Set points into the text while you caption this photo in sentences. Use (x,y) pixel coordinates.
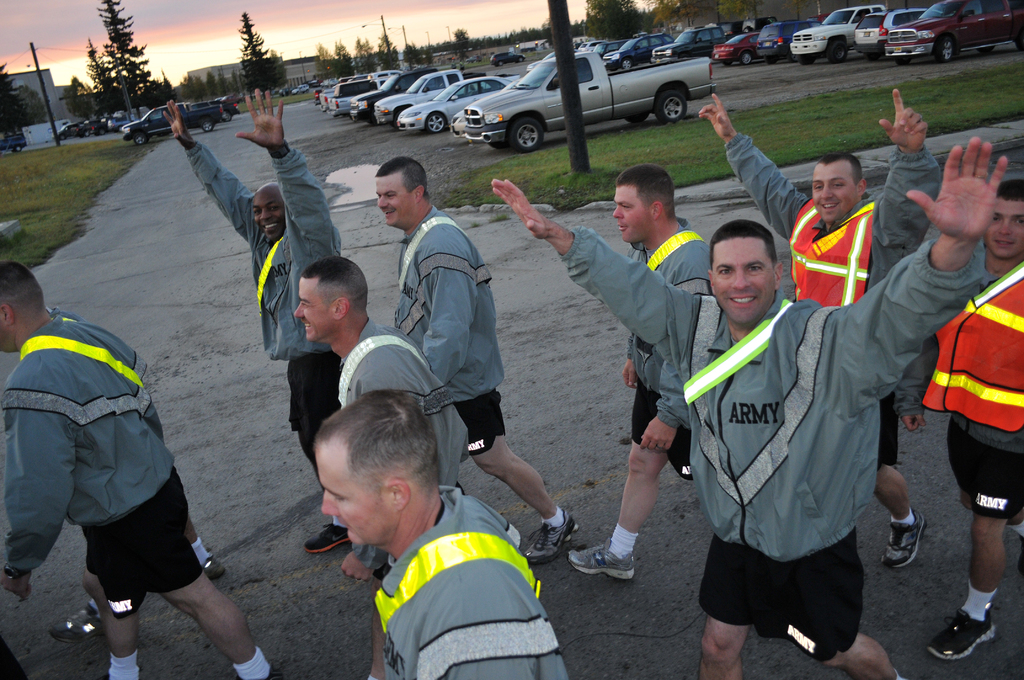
In this image I can see number of persons (519,584) wearing grey and green colored dresses (489,571) and two of them are wearing orange colored jackets (849,303) are standing on the ground (267,631). In the background (567,144) I can see few trees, few poles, some grass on the ground (540,177), number of cars (500,108) on the ground (488,70), few buildings (23,84) and in the background (210,36) I can see the sky (213,18).
